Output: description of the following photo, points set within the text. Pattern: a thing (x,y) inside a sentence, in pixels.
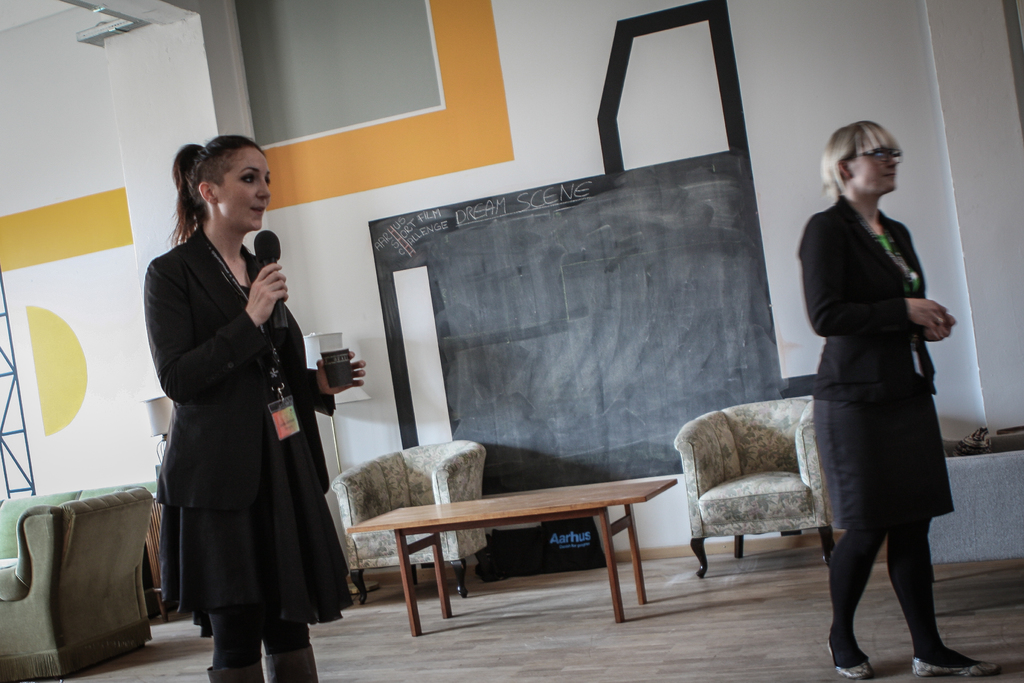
In this image I see 2 women (217,143), in which this woman (261,202) is holding a mic (278,237). In the background (154,159) I see a sofa set (1,666), a table (529,520) and the wall (27,346).
